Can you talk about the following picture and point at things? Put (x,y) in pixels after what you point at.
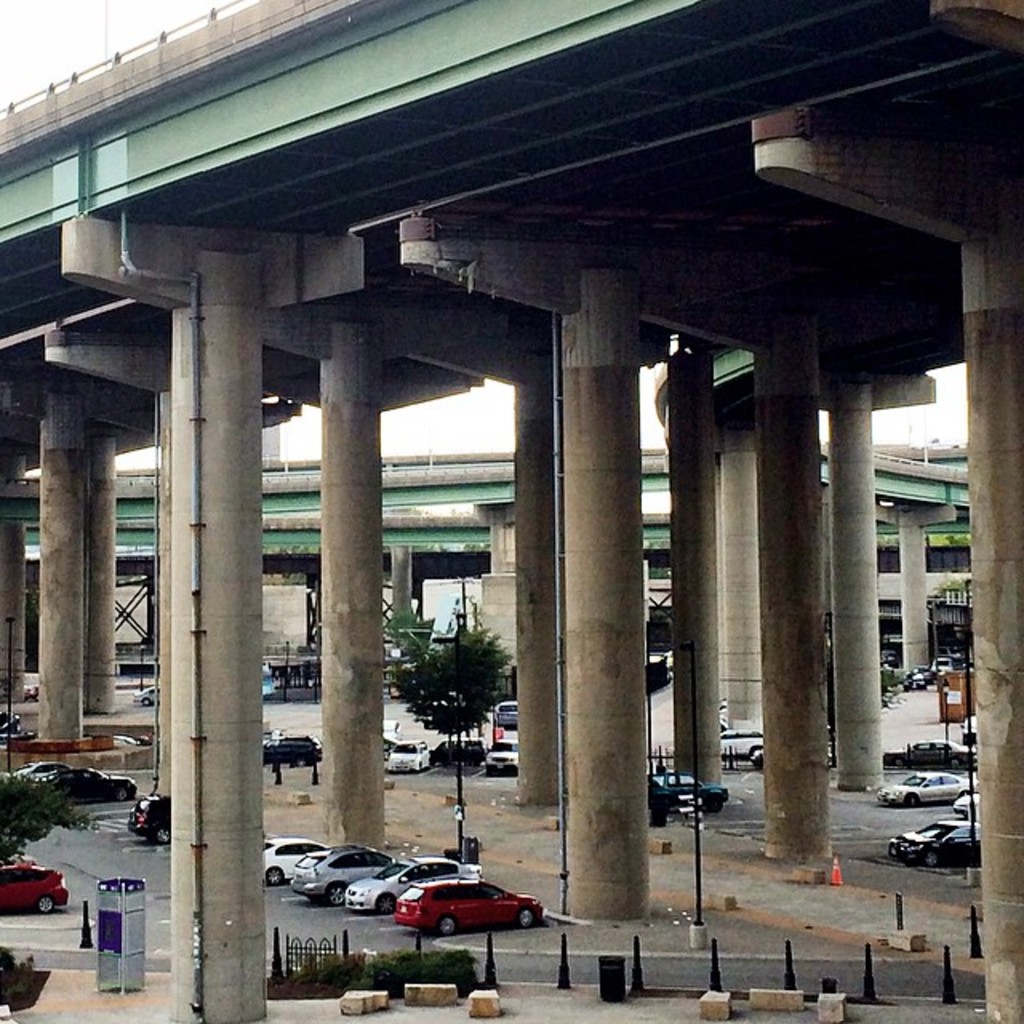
In this image we can see flyovers (472,461) which are in green color and road (927,979). So many cars (910,779) are parked on the road (732,823).
